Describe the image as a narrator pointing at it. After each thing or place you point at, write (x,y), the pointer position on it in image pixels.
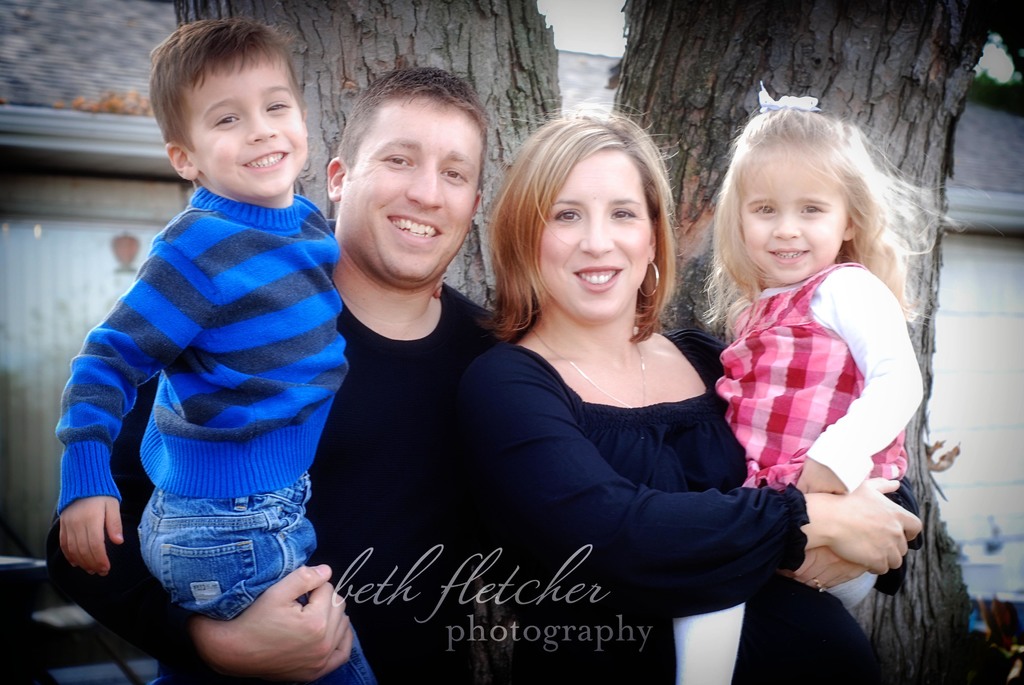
In this image we can see a man (398,503) and woman (535,503) holding babies (868,450) in their hands (816,528). In the background (818,54), we can see bark (347,64) of a tree (347,64), building (999,393) with roof (126,33) and the sky (593,17). At the bottom of the image (620,618) we can see some text (486,625).
